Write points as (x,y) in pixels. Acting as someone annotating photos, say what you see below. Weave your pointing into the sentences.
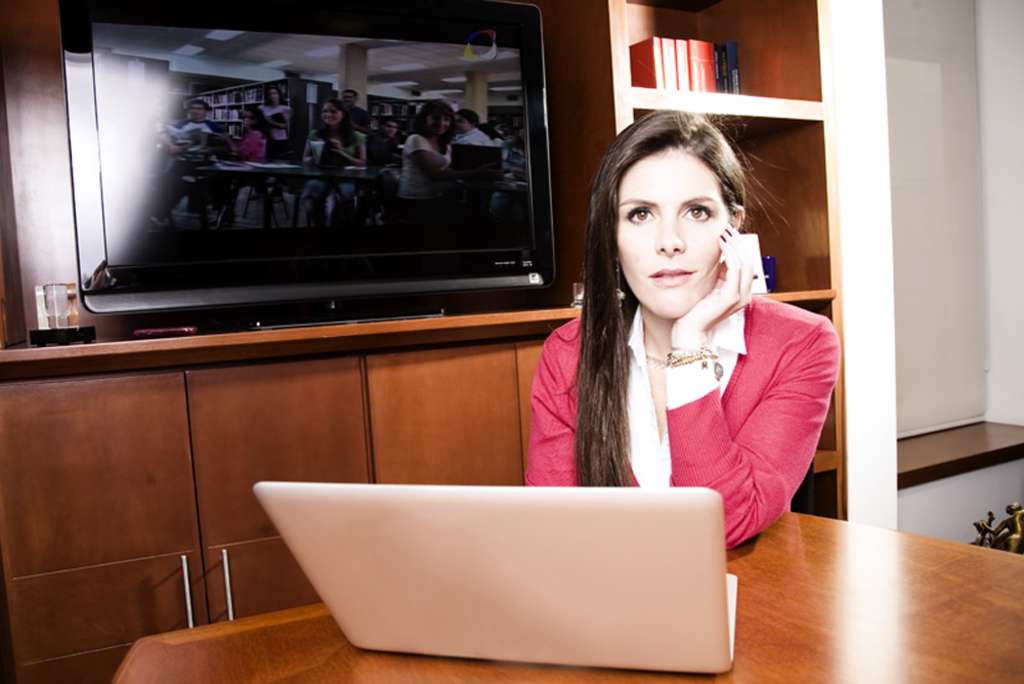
In this image, there is a lady (573,439) who is sitting on the chair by resting her hands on the table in front of the laptop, there is a television (317,318) at the left side of the image (270,239) which is placed on the shelf (582,58), there are some books (635,68) in the shelf (613,78) at the right side of the image (707,89).
